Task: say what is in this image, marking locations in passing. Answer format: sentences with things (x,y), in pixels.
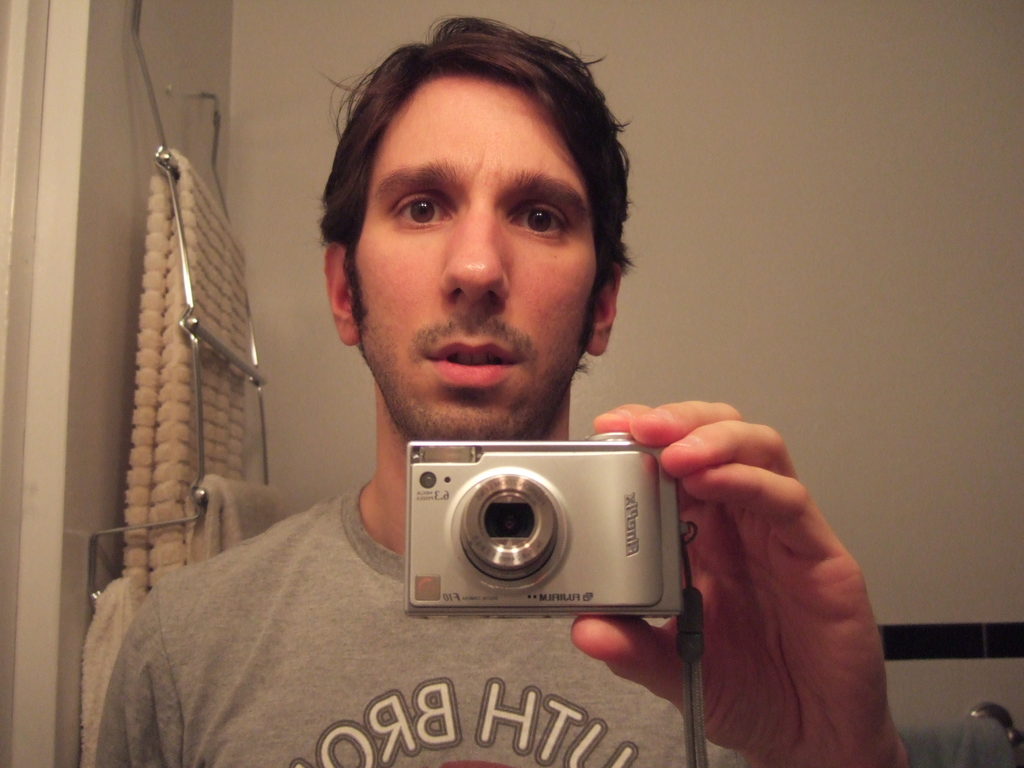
In this image there is a person (349,692) wearing T-shirt (460,698) holding camera (492,564) in his hand (804,546).
